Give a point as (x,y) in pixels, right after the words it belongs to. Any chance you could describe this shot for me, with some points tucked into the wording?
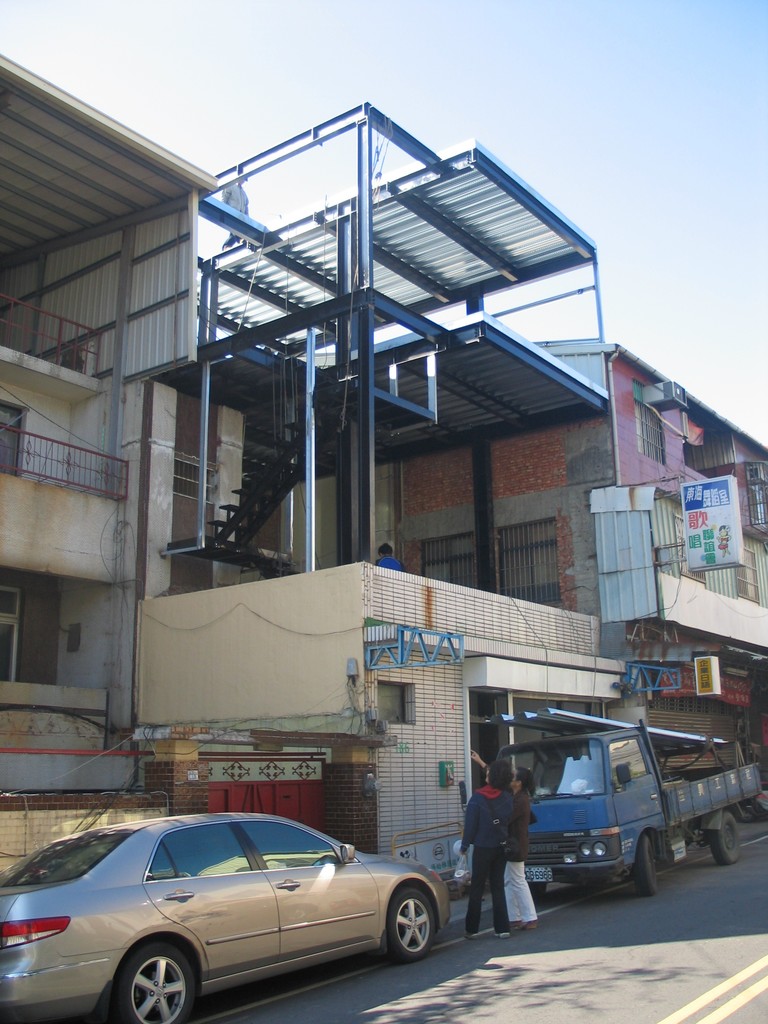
In this image, we can see buildings (158,517), stairs (260,470), boards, railings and we can see vehicles (434,893) and people (512,921) on the road (688,906). At the top (610,165), there is sky (610,165).
